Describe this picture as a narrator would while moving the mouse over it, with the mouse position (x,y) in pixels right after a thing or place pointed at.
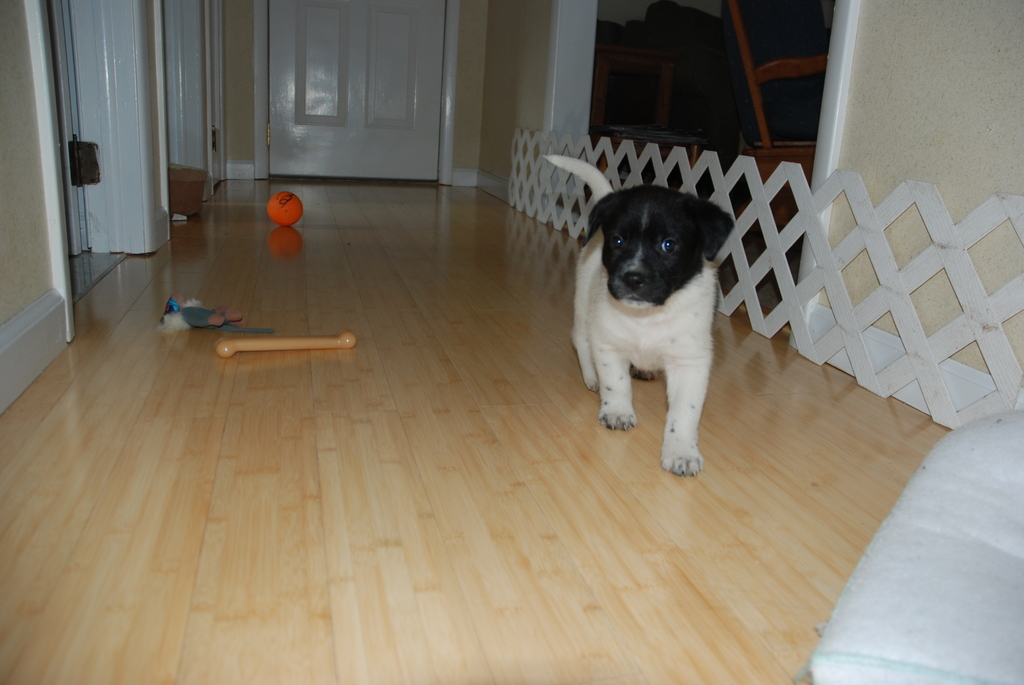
In this image there is a puppy (600,248). There is a ball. There is a door (427,154) at the background of the image (308,152). At the bottom of the image (316,667) there is a wooden flooring (462,623).
